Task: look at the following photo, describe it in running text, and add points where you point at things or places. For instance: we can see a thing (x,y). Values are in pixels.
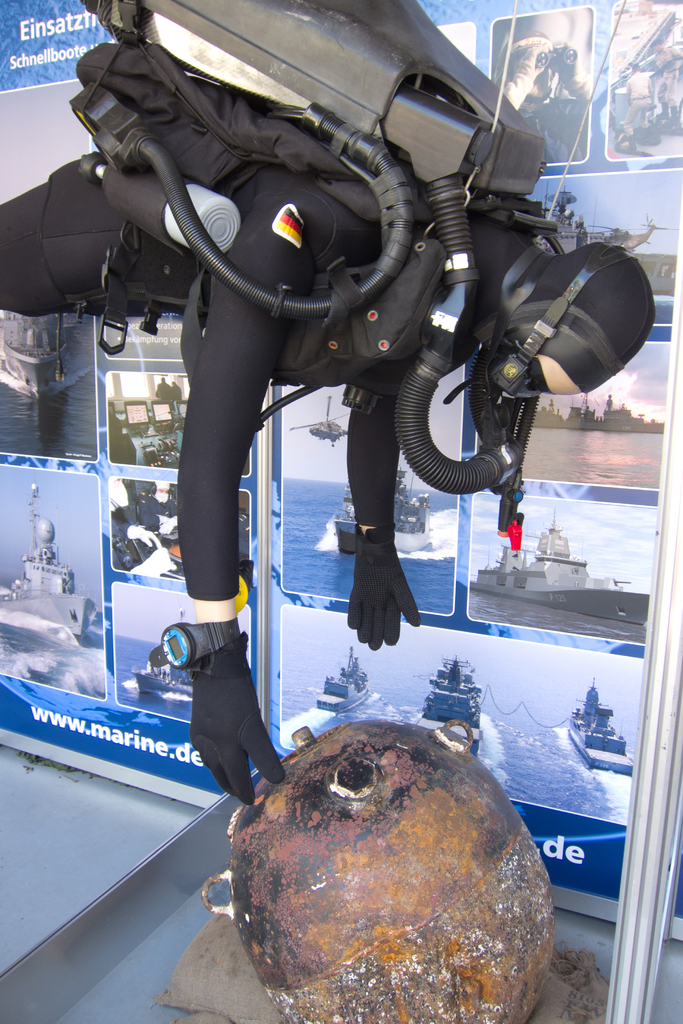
In the center of the image (378,446) we can see one person (327,330) wearing a hood (582,295) and some other object (408,57). In front of him, we can see one mine (408,723). In the background (575,498) there is a banner (45,575) and a few other objects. On the banner (537,680), we can see ships (556,588), water (502,723) and some text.
